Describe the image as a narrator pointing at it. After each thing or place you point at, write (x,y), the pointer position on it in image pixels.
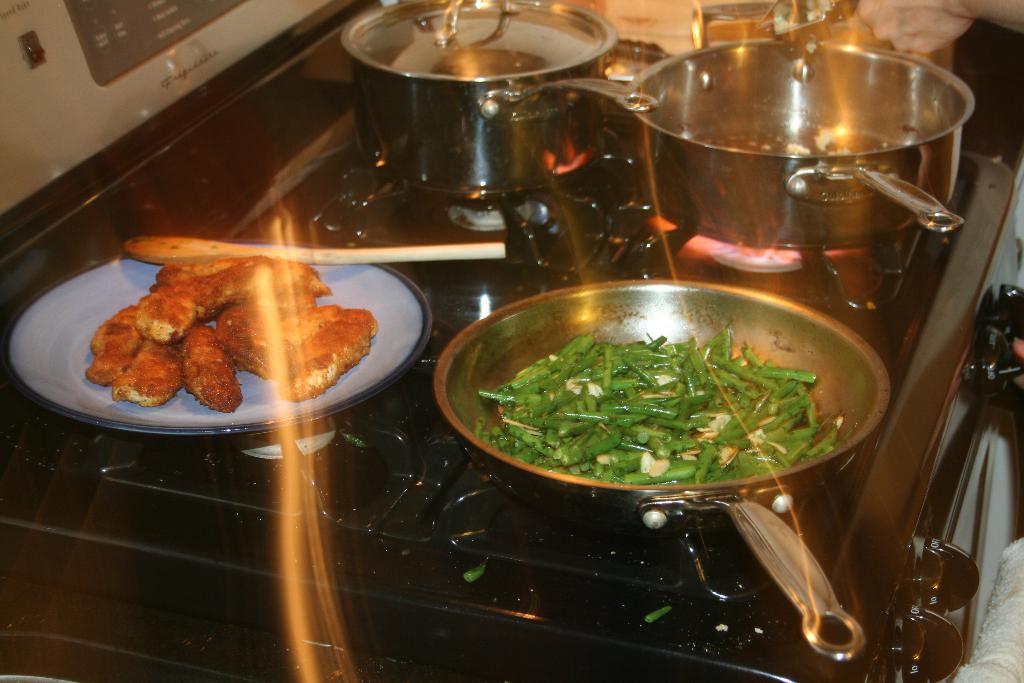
In the picture there is a stove (221,194), there are bowls (443,392) and a plate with the food item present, there is a hand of a person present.
